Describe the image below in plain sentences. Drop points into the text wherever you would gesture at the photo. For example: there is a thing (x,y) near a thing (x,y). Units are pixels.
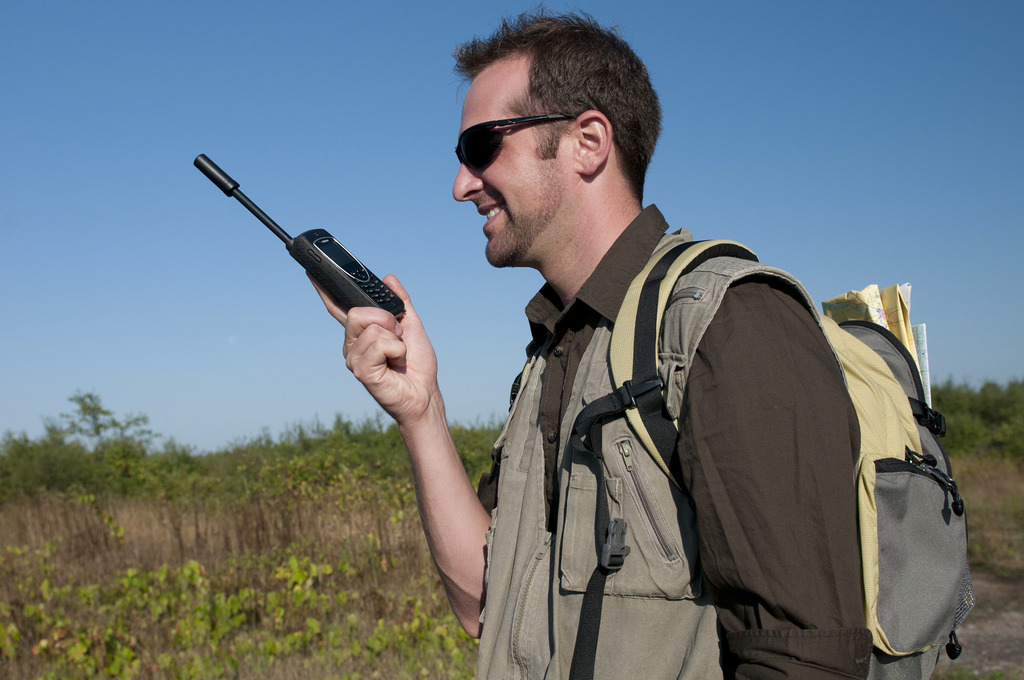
In this image, I can see the man (628,557) standing and smiling. He is holding a walkie talkie (371,304) in his hand (362,340). In the background (280,281), there are trees (307,482) and the sky (195,200).
